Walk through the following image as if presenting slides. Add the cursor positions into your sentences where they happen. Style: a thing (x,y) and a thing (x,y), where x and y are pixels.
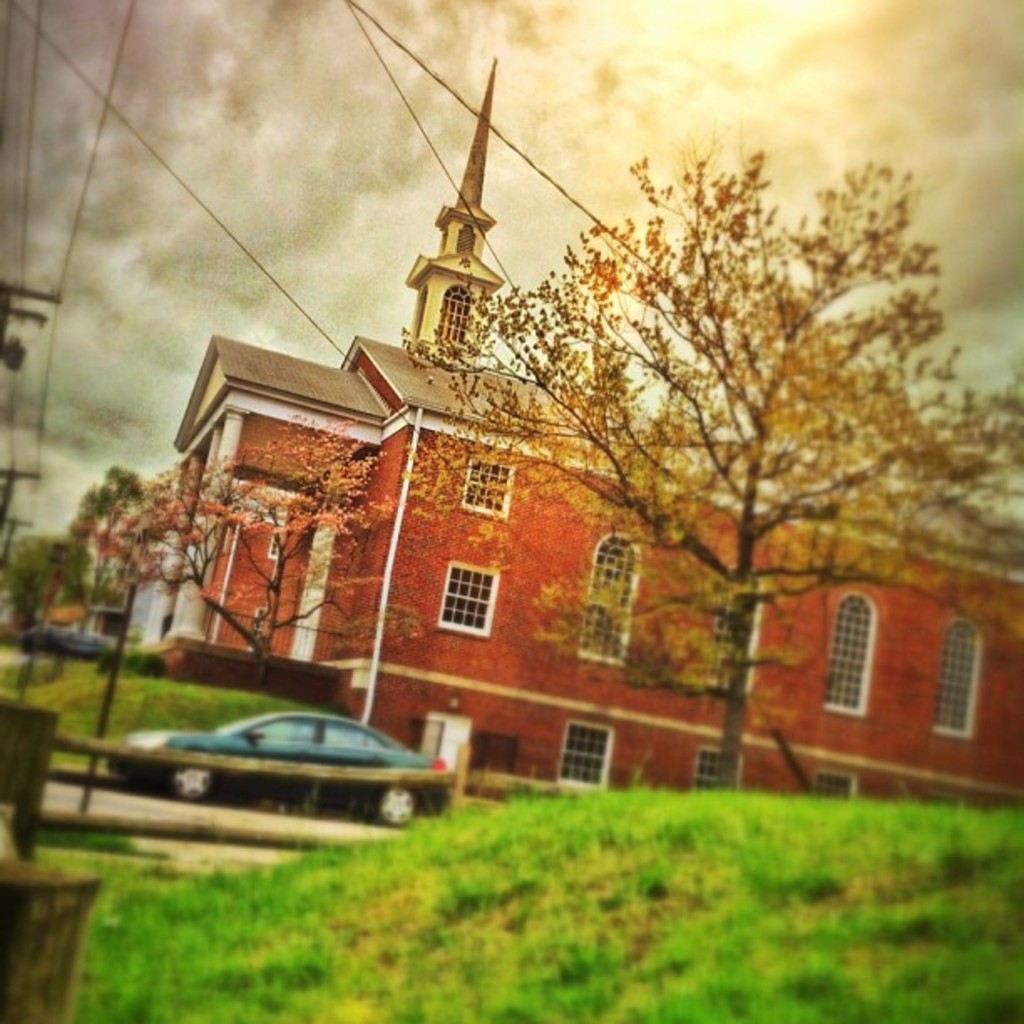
At the bottom (584,913) we can see grass (594,900) on the ground (600,854). In the background (352,794) we can see a fence (202,836), vehicle (279,754) on the road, trees (350,513), buildings (349,611), windows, electric poles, wires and clouds (258,270) in the sky (230,45).
